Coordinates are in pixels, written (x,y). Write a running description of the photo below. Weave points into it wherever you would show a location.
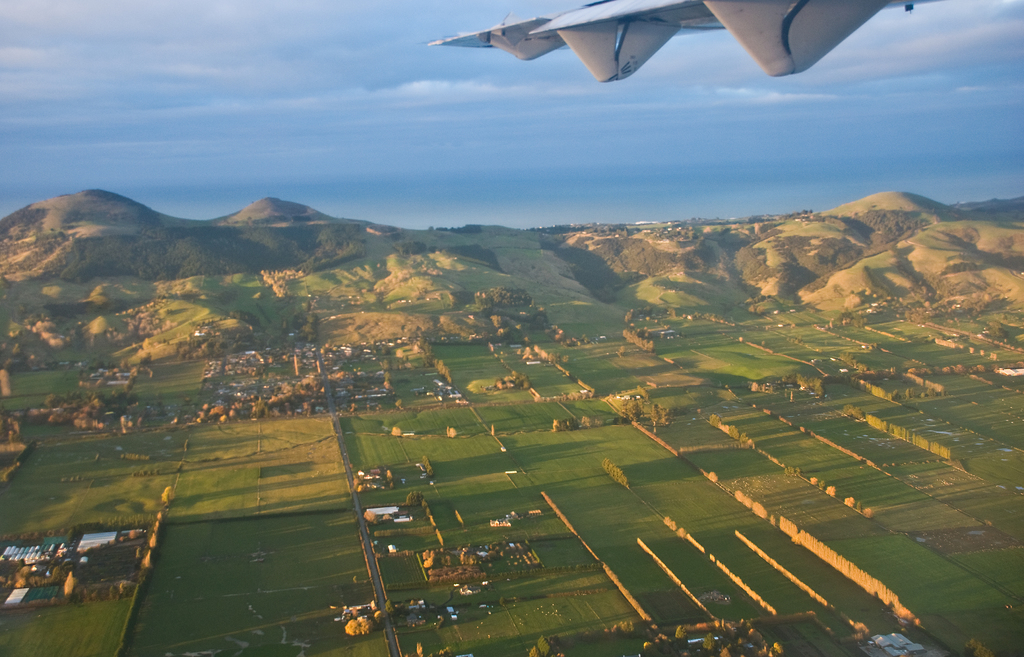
In this image we can see an airplane (667,17). We can also see the hills (431,232), grass (735,549), fence (735,492), trees (365,626) and also the sky (537,96) with the clouds (764,97).
